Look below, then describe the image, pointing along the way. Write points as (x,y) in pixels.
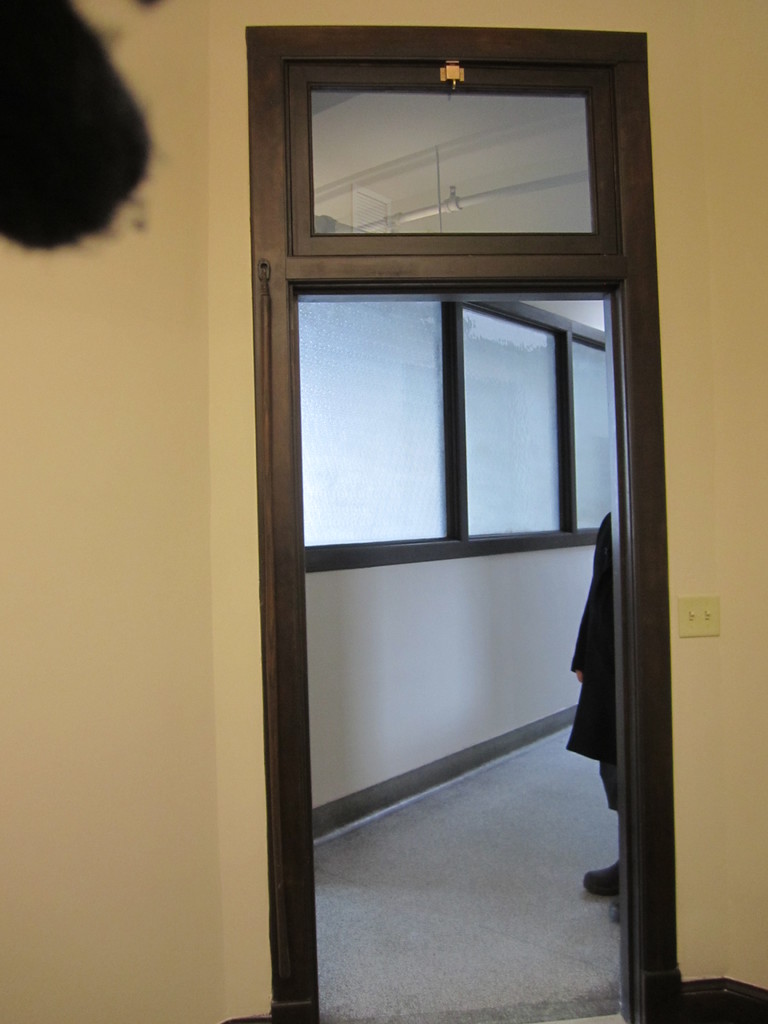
This is an inside view. In the middle of the image (264,417) there is a door (284,941). Behind there is a person (597,695) standing. In the background (449,438) there is a glass window (417,420). In the top left-hand corner (66,115) there is an object (66,93).
